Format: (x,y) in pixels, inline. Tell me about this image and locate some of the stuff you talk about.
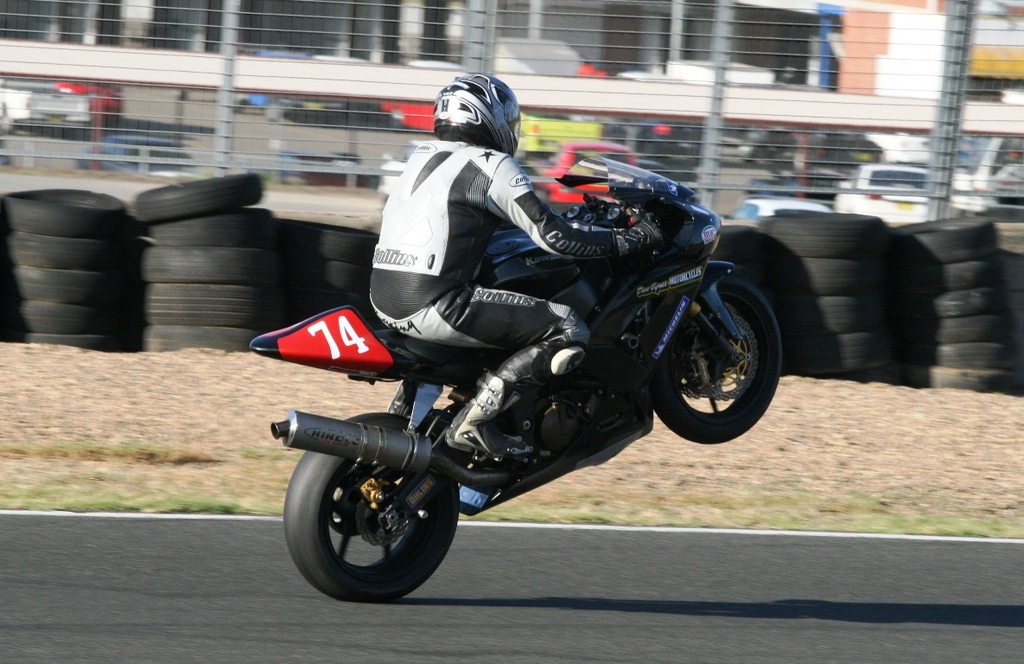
In this image we can see a person (537,232) wearing jacket (456,172) and helmet (487,146) is riding motorcycles (618,382) on the road (257,636). In the background (979,351), we can see a group of tyres (882,296), fence (214,165), buildings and cars (678,162) parked on the ground (243,146).
